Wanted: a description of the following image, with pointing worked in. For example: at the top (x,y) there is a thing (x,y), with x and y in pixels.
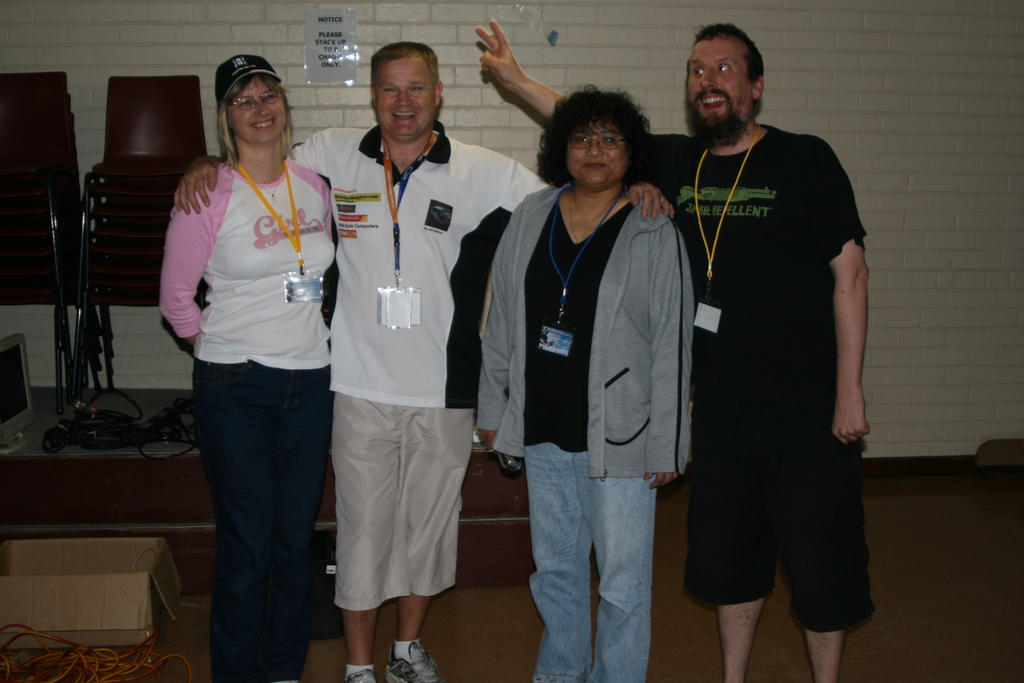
These four people (763,218) are standing, smiling and wore Id cards (319,292). Background (882,86) we can see wall (336,118), chairs (126,182), monitor (23,365), cables (121,413), cardboard box (6,564) and things (313,537). Poster (338,53) is on the wall (420,39).
